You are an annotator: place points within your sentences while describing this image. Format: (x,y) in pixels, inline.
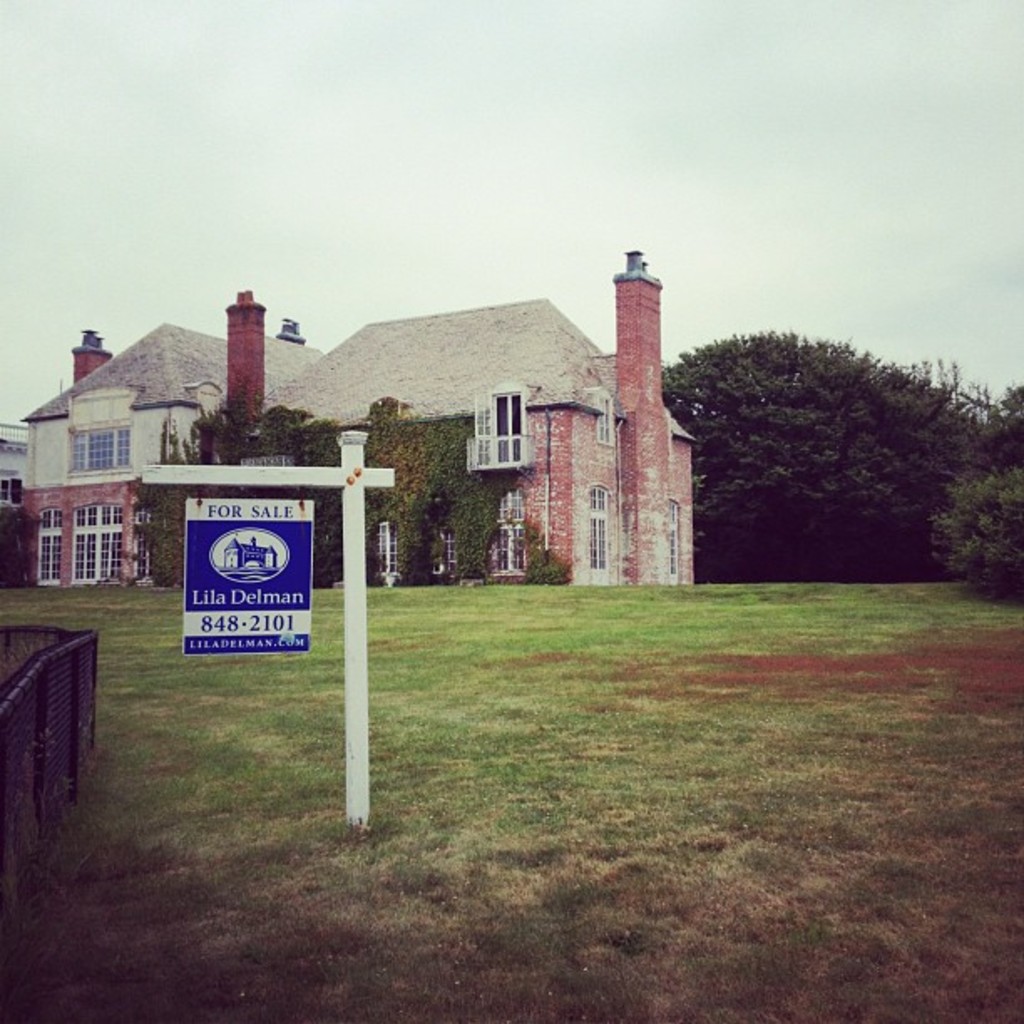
In this image we can see a building (34,468), there is a pole (356,458) and a board (279,510) with some text (292,507), there are some trees (711,378), windows (521,436), creepers (387,512) and the fence (56,678), in the background (543,172) we can see the sky (443,203).
